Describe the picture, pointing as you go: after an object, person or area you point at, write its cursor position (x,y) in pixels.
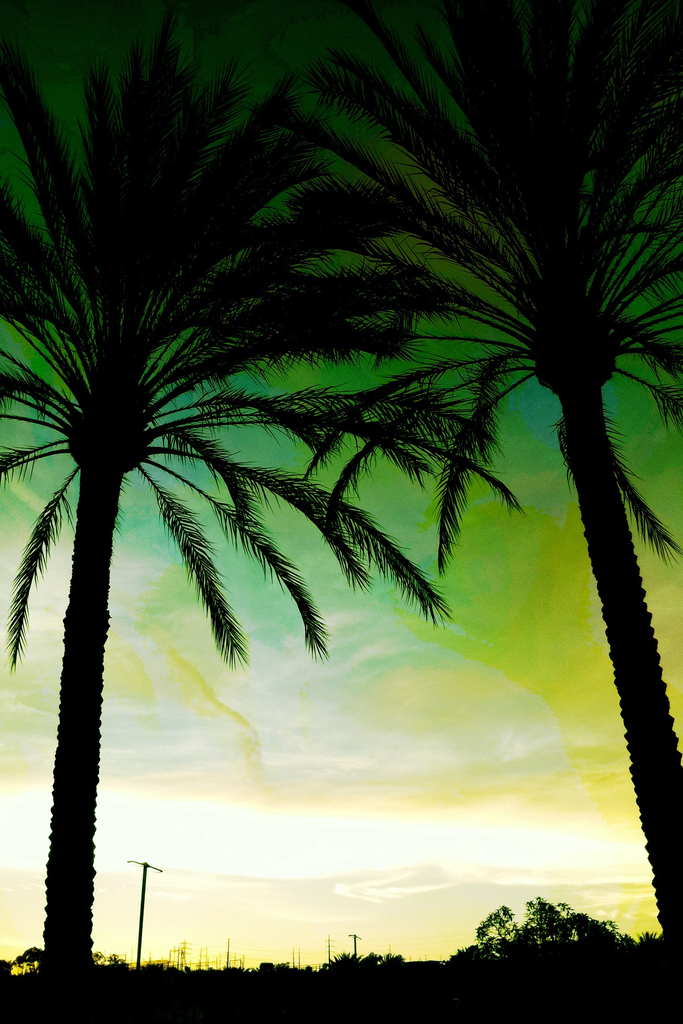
In this picture there are trees (481,971) and poles (184,950) at the bottom side of the image (610,927) and there are two coconut trees (448,62) on the right (554,316) and left side of the image (105,322).
